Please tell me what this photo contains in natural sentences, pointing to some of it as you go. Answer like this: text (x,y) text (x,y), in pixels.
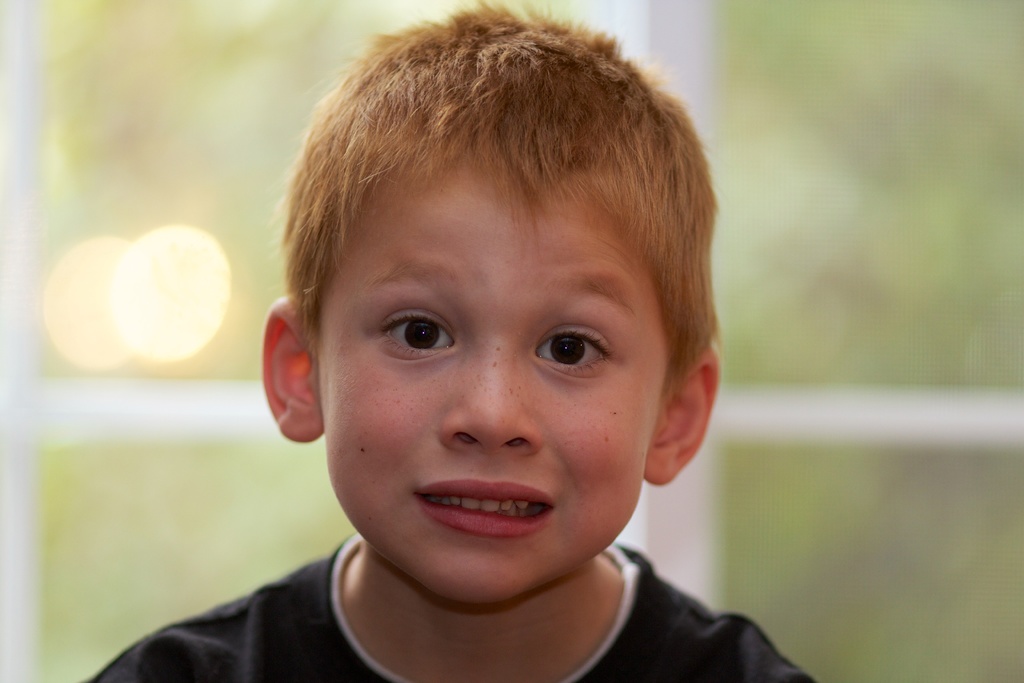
In this image we can see a boy (356,395).
